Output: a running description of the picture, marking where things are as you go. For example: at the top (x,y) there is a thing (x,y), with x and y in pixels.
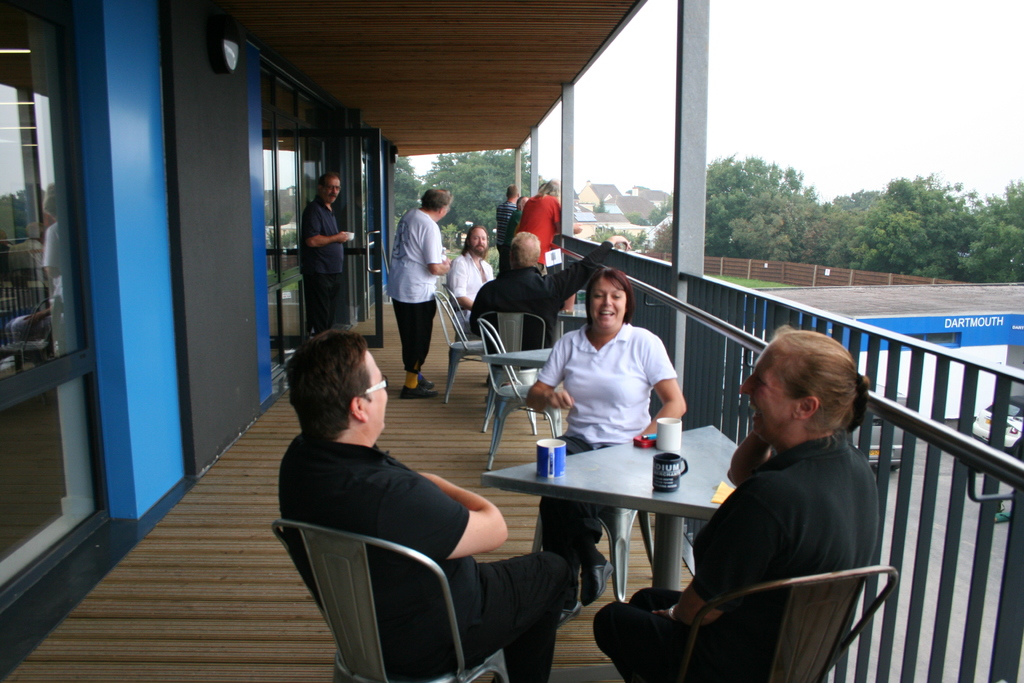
In this image we can see few people (439,550) are sitting around the table (674,561). There are glass doors (279,250), trees (466,208), fence (761,266) and buildings (646,214).
